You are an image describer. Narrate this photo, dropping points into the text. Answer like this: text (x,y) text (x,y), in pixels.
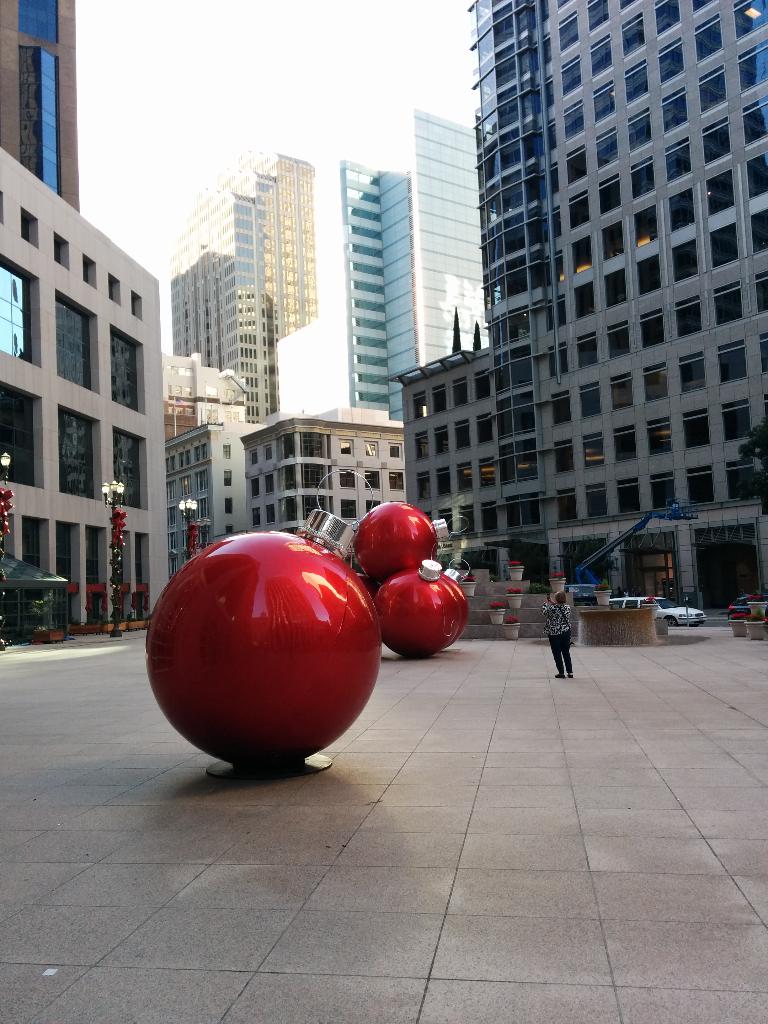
In this image I can see few buildings (395,361), windows (687,157), light poles (190,551), flower pots (737,625), vehicles (666,604), one person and the sky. I can see few red and silver color objects (347,615) on the road (607,787).
